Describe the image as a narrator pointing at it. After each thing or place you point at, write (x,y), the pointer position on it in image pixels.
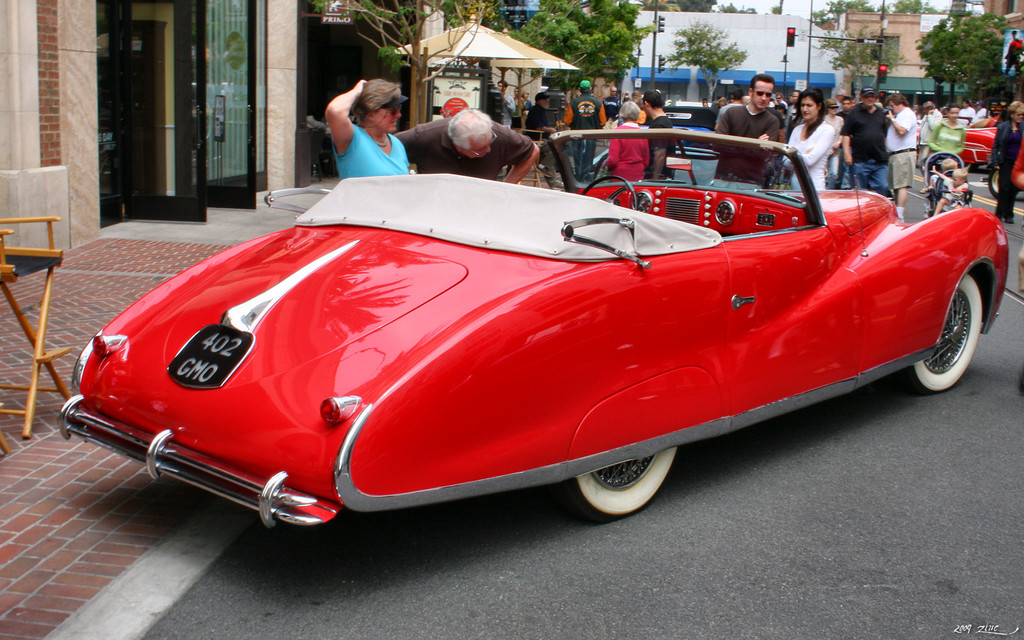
In the center of the image (482,345) we can see persons (366,150) and car (715,362) on the road (603,552). On the left side of the image (146,115) we can see tents (524,51), door (205,63), building (56,204) and chair (9,295). In the background (1013,125) we can see persons (1014,108), trees (957,77), traffic signals (880,61), buildings (643,18) and sky (763,5).
